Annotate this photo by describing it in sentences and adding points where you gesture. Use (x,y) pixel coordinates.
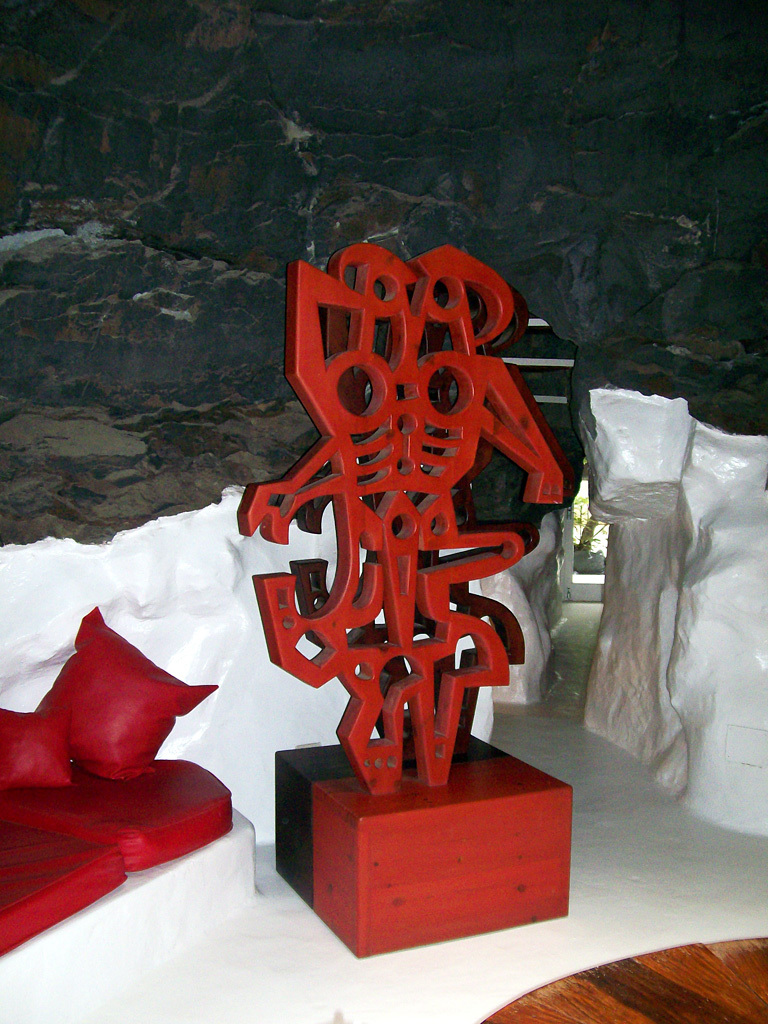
In this picture I can see a sculpture (274,486), and in the background (218,202) it is looking like a wall (701,228).
